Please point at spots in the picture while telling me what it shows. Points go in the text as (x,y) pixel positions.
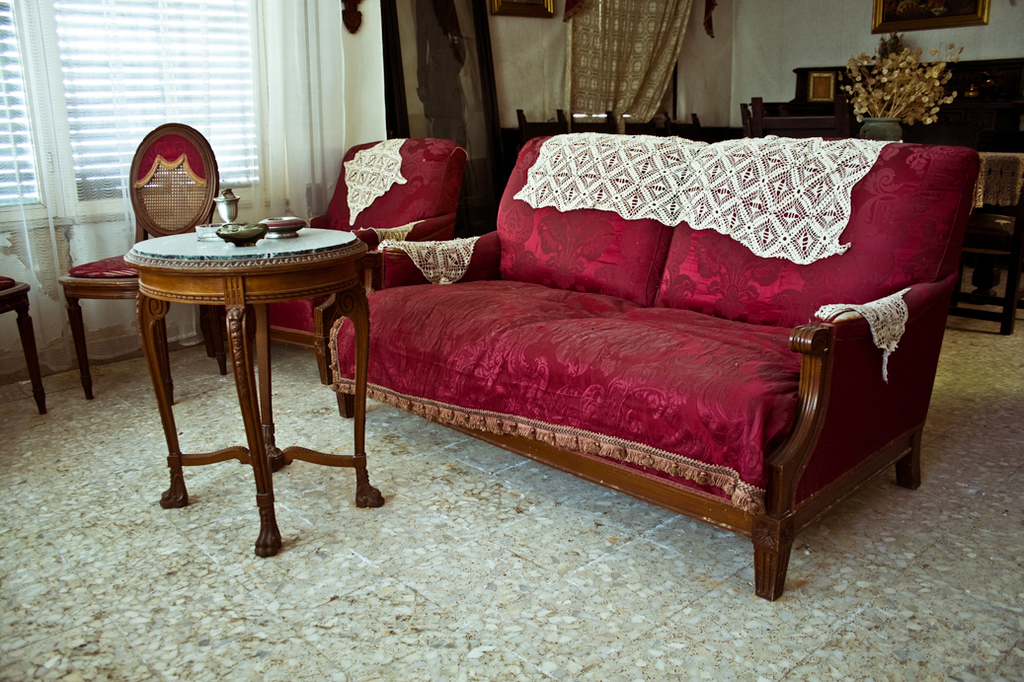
In the center of the image (397,309) we can see sofa (562,274) and table (224,451). In the background (63,223) we can see chairs (217,192), window (233,187), curtain (337,61), photo frame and wall (736,72).
